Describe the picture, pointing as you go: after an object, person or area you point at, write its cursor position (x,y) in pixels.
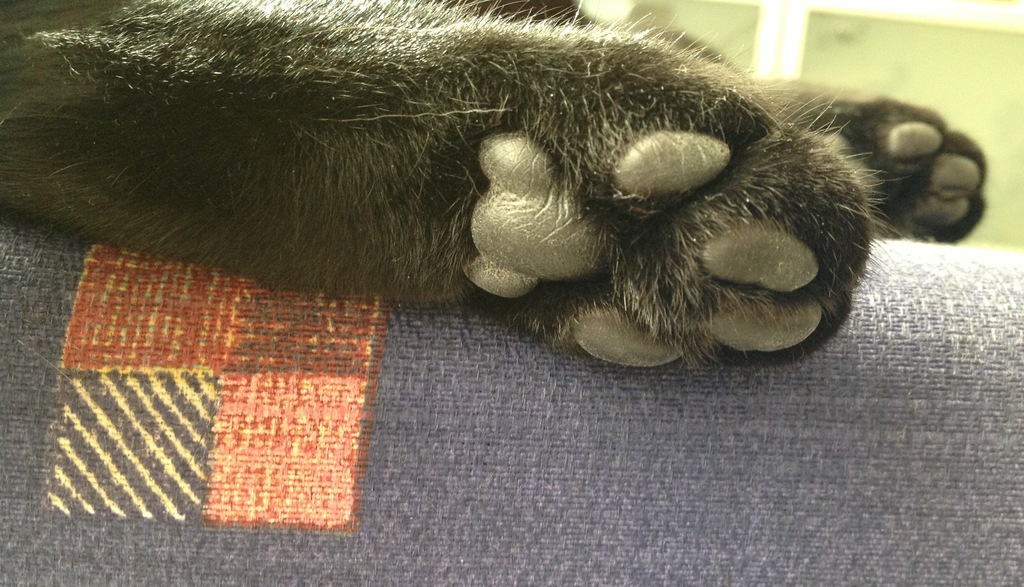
In this picture we can see an animal legs (572,210) are present on a couch (488,495). In the background of the image (958,85) we can see the wall (978,40).
